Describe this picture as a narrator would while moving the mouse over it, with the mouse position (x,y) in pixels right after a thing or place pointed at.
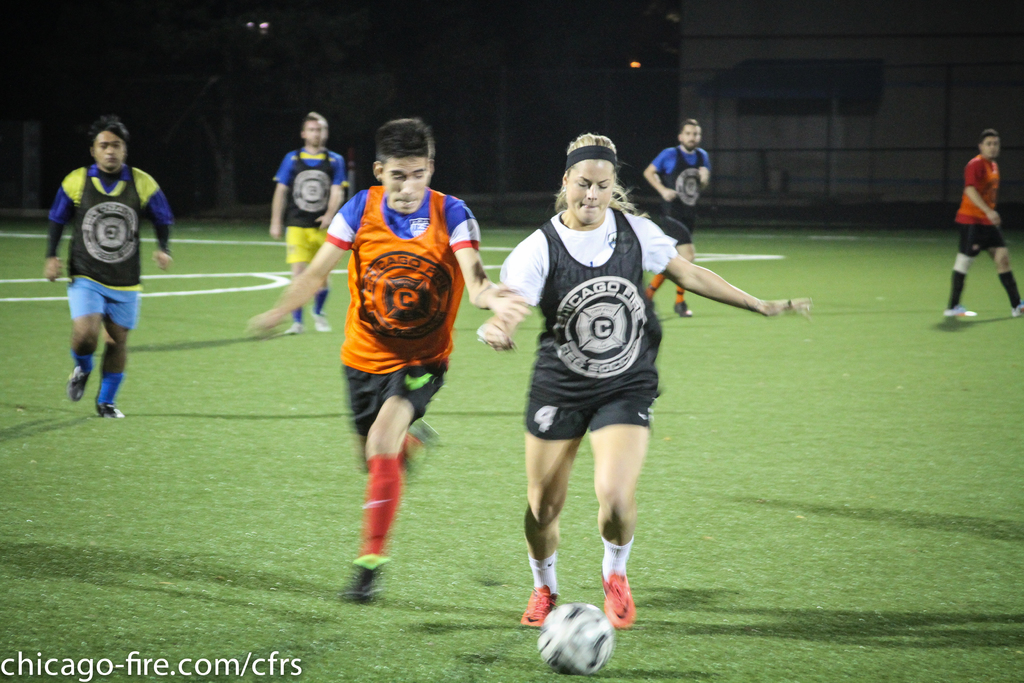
In this image there are some persons (559,289) playing soccer as we can see in middle of this image (415,306), there is a ball (575,622) at bottom of this image (578,664) and there is a fencing wall (493,118) at top of this image (828,74) and there is a building (789,91) in the background (775,66).
